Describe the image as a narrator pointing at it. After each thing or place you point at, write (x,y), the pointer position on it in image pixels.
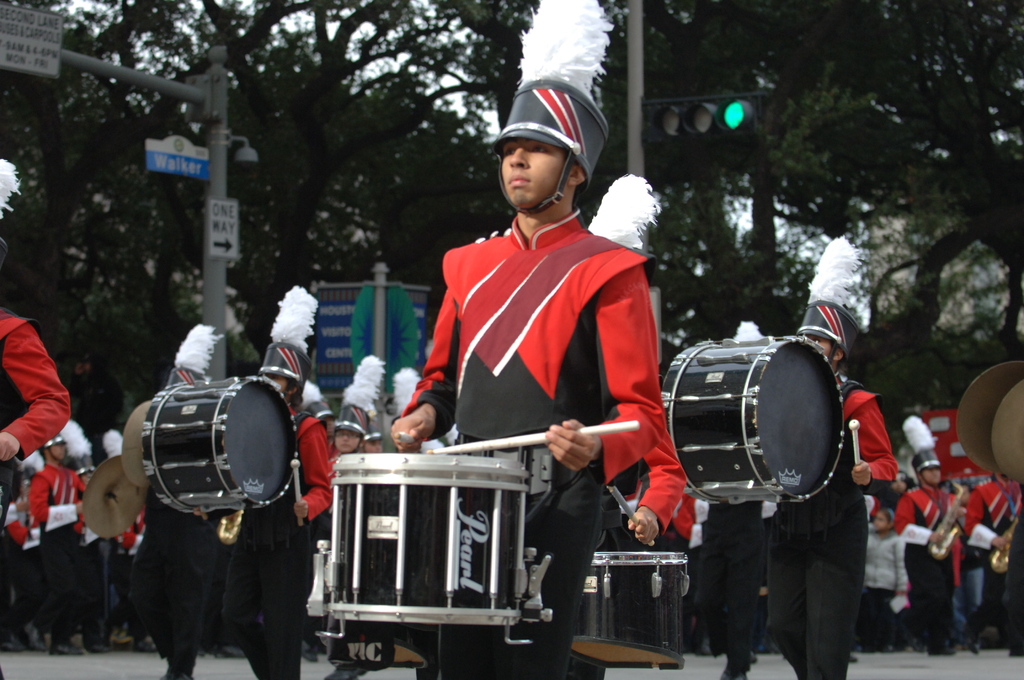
In this image I can see a group of people (346,434) are playing musical instruments (469,538) on the road (614,679) and few of them are walking. In the background (248,265) I can see trees (343,268), light poles (210,260), boards (231,243), building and the sky (356,36). This image is taken may be on the road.
